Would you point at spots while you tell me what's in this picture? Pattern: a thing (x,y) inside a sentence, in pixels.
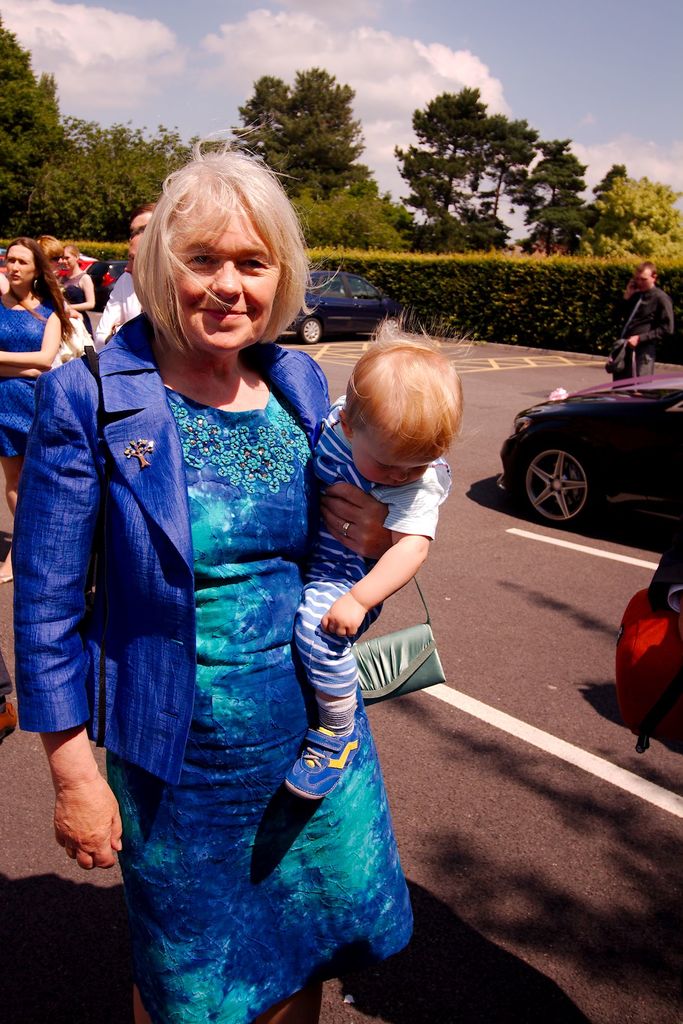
In this image we can see a woman (255,678) is holding a baby (373,463) in her hand (362,529). She is wearing a blue color dress (247,616) with blue coat (133,561). In the background (60,323), we can see people (36,332), cars (626,422), road (549,383), plants (452,262) and tree (162,159). At the top of the image (407,4), we can see the sky (446,55) with clouds (114,55).
